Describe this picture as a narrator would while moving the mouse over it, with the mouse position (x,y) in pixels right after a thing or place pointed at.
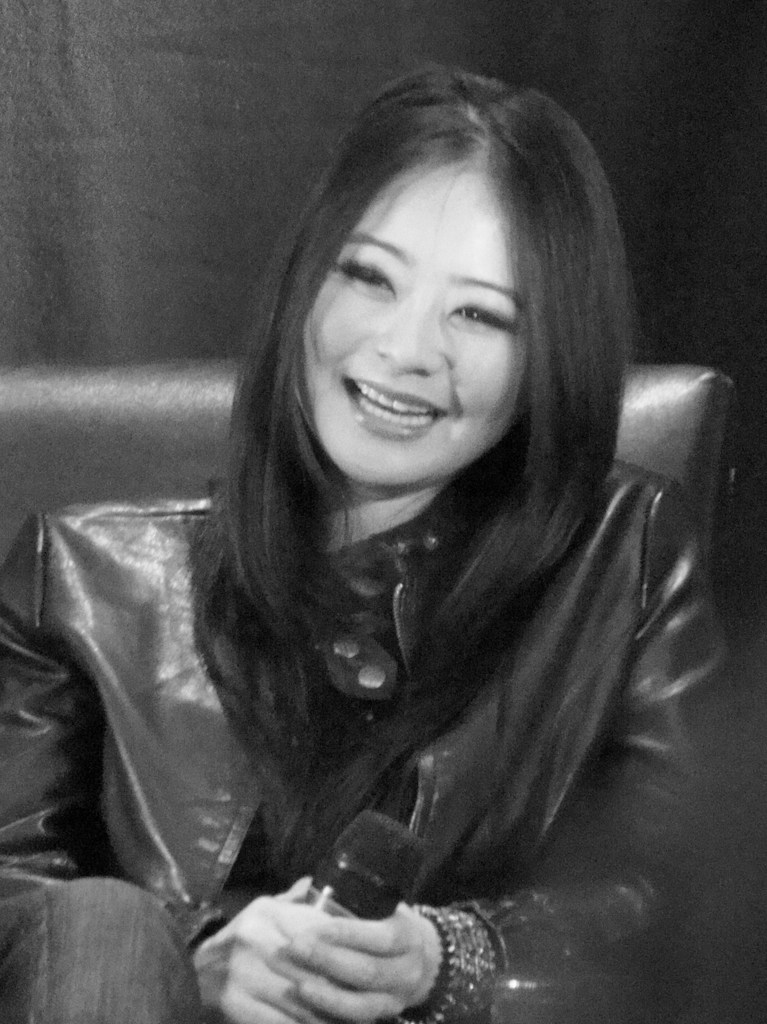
In the image we can see there is a woman (461,510) sitting on the chair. She is wearing jacket (45,698), holding mic (347,915) in her hand (231,981) and she is smiling. The image is in black and white colour.
